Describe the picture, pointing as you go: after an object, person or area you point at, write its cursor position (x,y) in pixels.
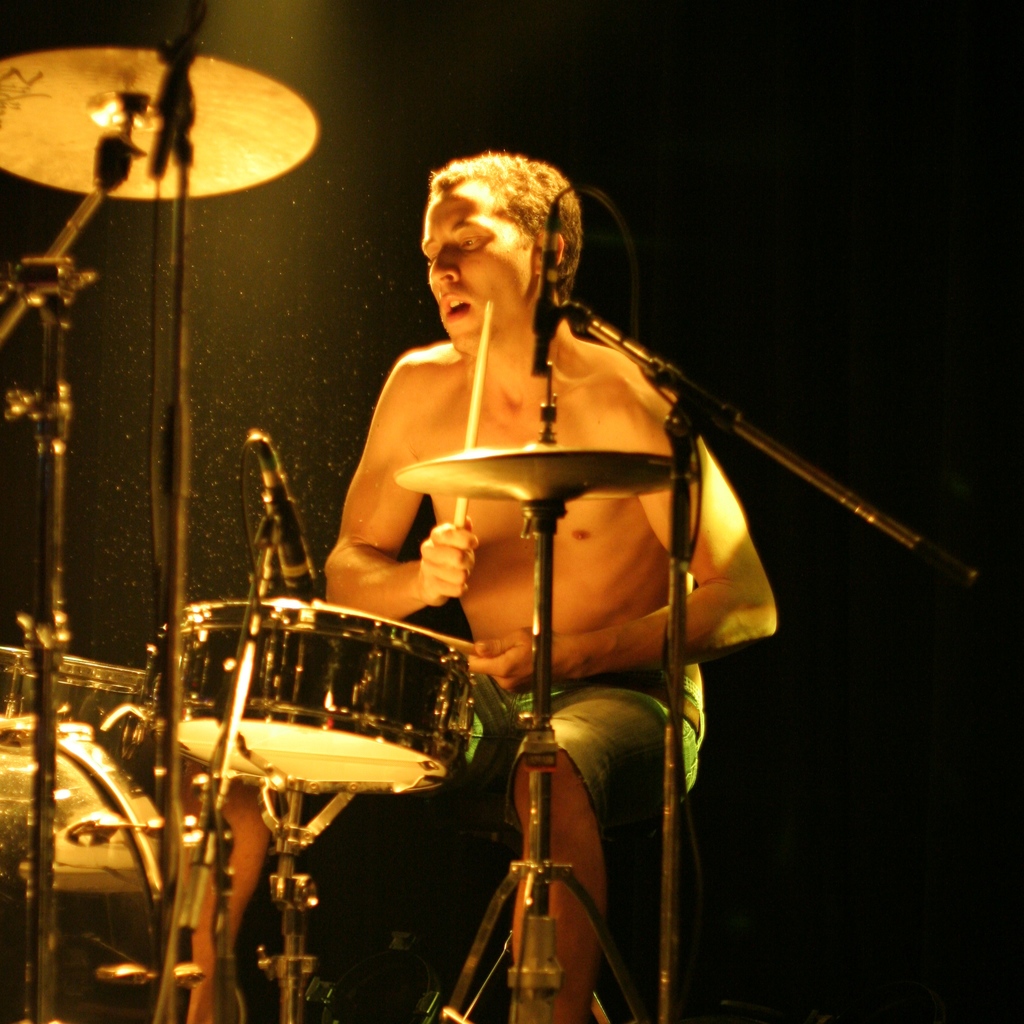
There is a man (491,417) holding sticks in his hands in front of a drum set (540,465) in the image.
